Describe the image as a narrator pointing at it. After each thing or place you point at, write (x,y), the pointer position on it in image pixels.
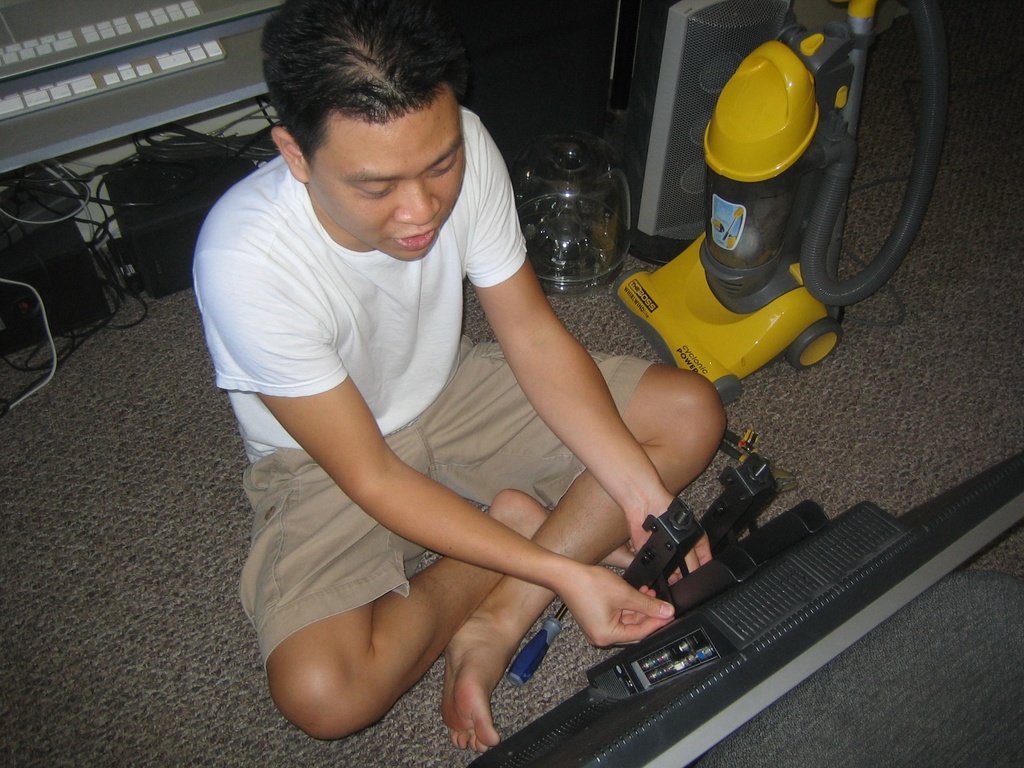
In the picture we can see person (261,304) wearing white color T-shirt (315,358), brown color short (328,509) sitting on ground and repairing television (687,613), we can see vacuum cleaner (788,119) and in the background (732,17) there are some objects (675,184).
